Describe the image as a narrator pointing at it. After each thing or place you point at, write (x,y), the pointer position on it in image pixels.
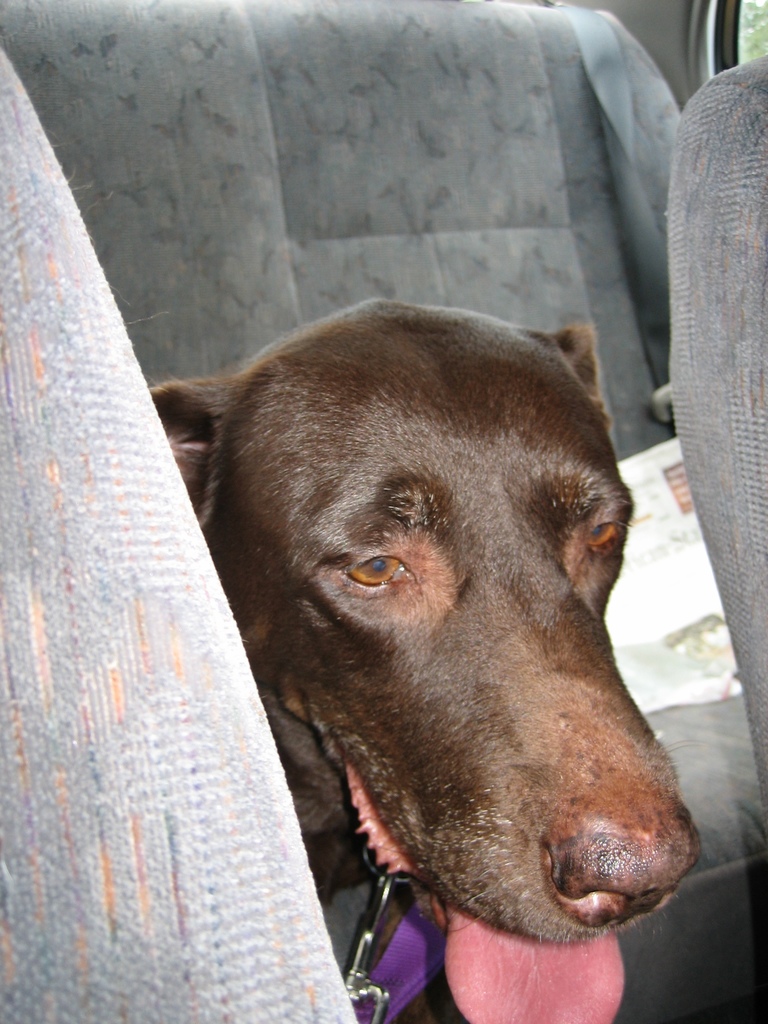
In this image there is a dog (428,696) sitting inside the car (29,454). Beside the dog (516,670) there is a news paper (638,639). On the right side of the image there is a glass window (753,27).
